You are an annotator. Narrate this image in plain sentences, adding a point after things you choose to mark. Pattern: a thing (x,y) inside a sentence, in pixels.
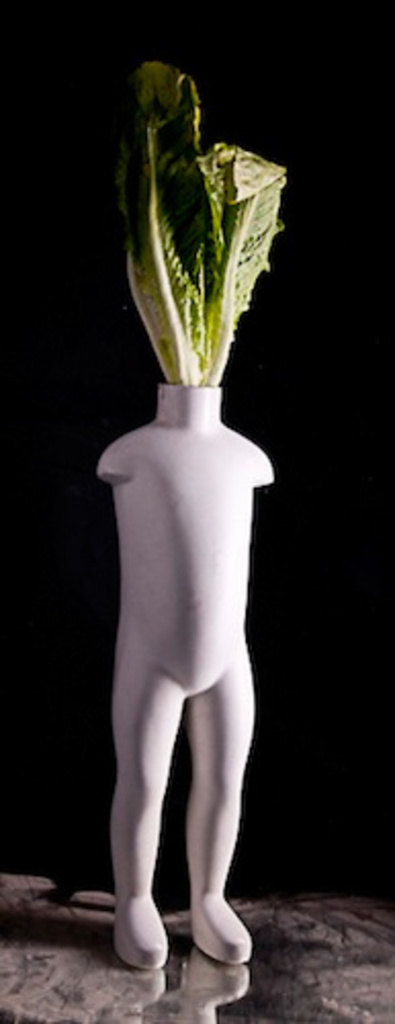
This image consists of an object (175,642) in which there are leaves (212,288) kept. The object (125,822) looks like a person (181,621). At the bottom (61,979), there is a floor (276,995). The background (108,14), is too dark.
